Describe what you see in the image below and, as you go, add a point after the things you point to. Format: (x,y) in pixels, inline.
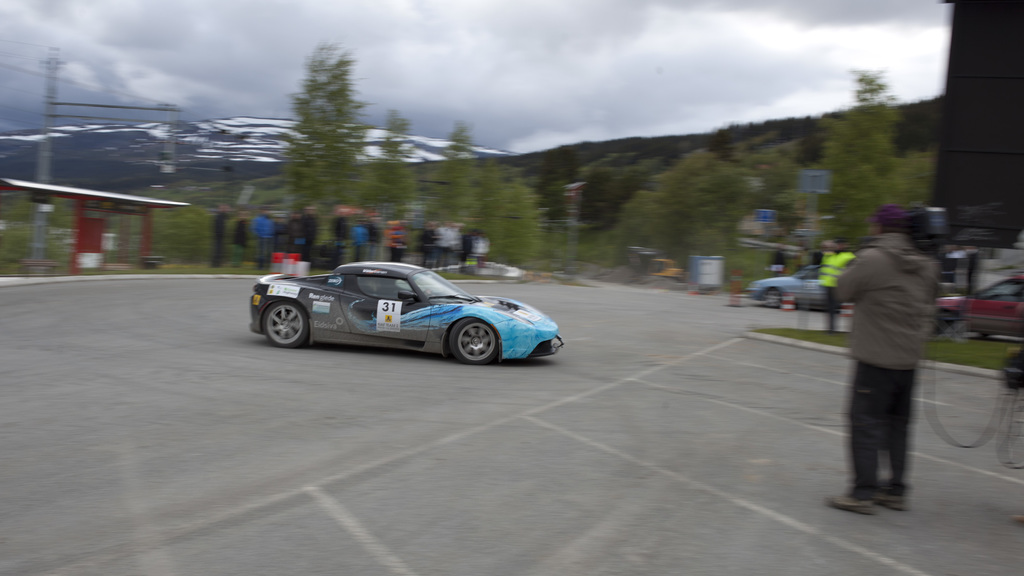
In this picture I can see there is a car (368,336) moving on the road (364,366) and there are few people (893,365) standing here and in the backdrop (381,186) there are trees (553,232), plants (199,227) and the sky (292,87) is cloudy.
